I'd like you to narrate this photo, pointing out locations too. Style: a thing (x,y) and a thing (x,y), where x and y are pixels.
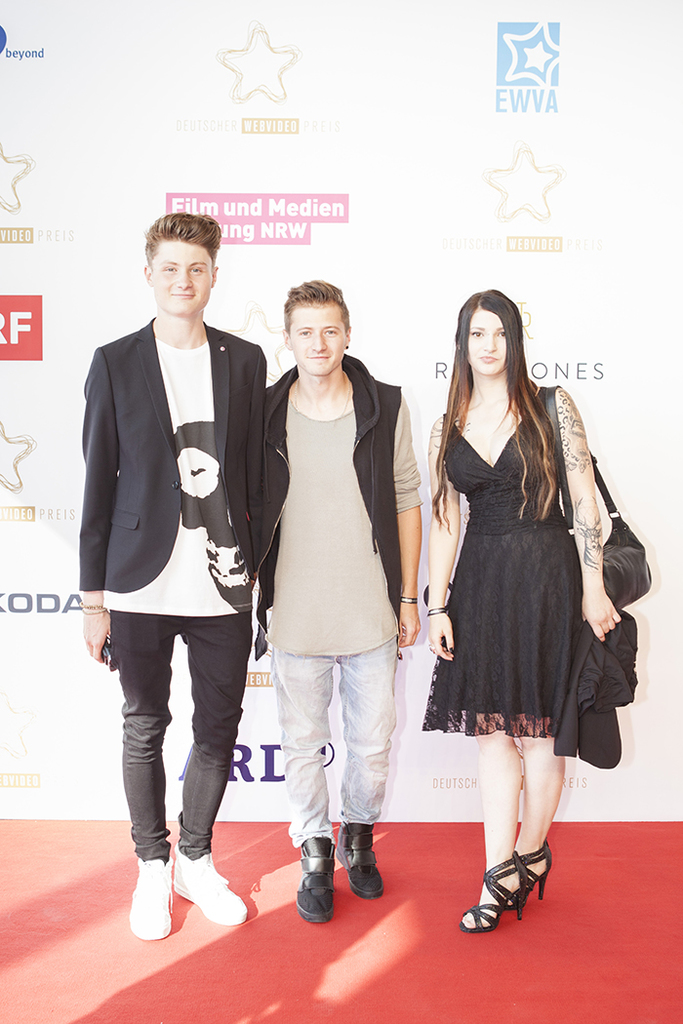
In the picture we can see a three people (228,665), two men (232,678) and a woman (565,678) standing on the floor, which is red in color and a woman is wearing a black dress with a heels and hand bag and a men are with jacket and blazer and in the background (225,123) we can see a wall (257,119) with some advertisements (262,329) to it.
